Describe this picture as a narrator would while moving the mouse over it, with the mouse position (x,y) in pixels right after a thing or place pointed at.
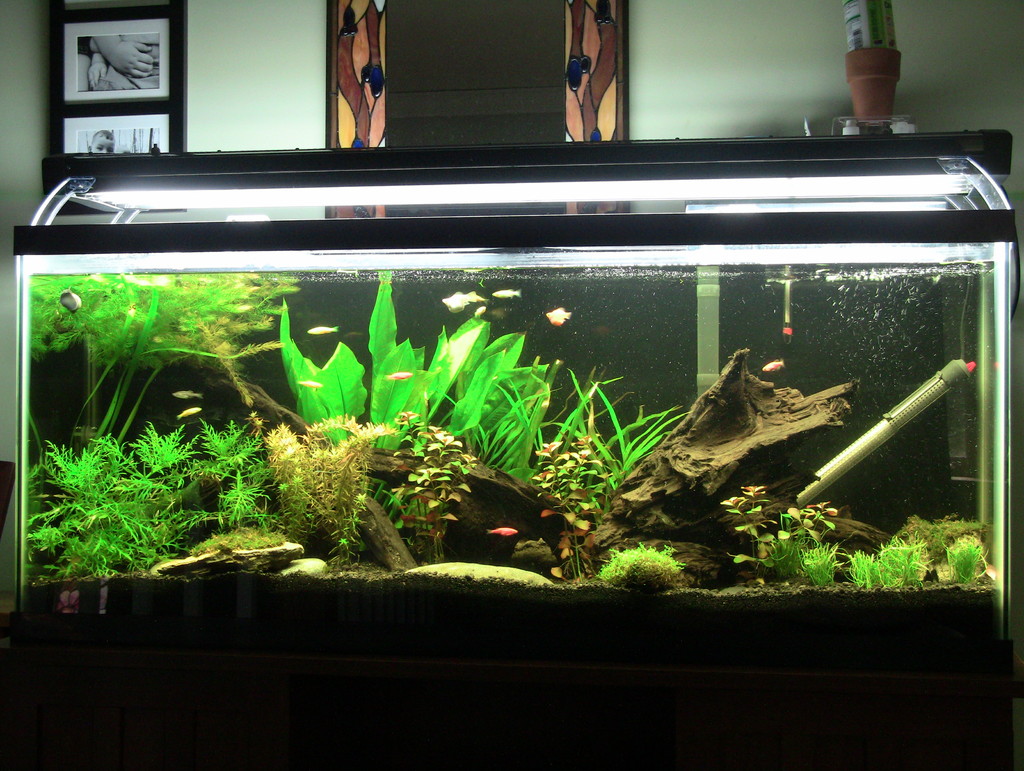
There is an aquarium (371,363) which has few fishes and some other objects (499,456) in it and there are photo frames (171,56) and some other objects (605,50) in the background (548,73).
